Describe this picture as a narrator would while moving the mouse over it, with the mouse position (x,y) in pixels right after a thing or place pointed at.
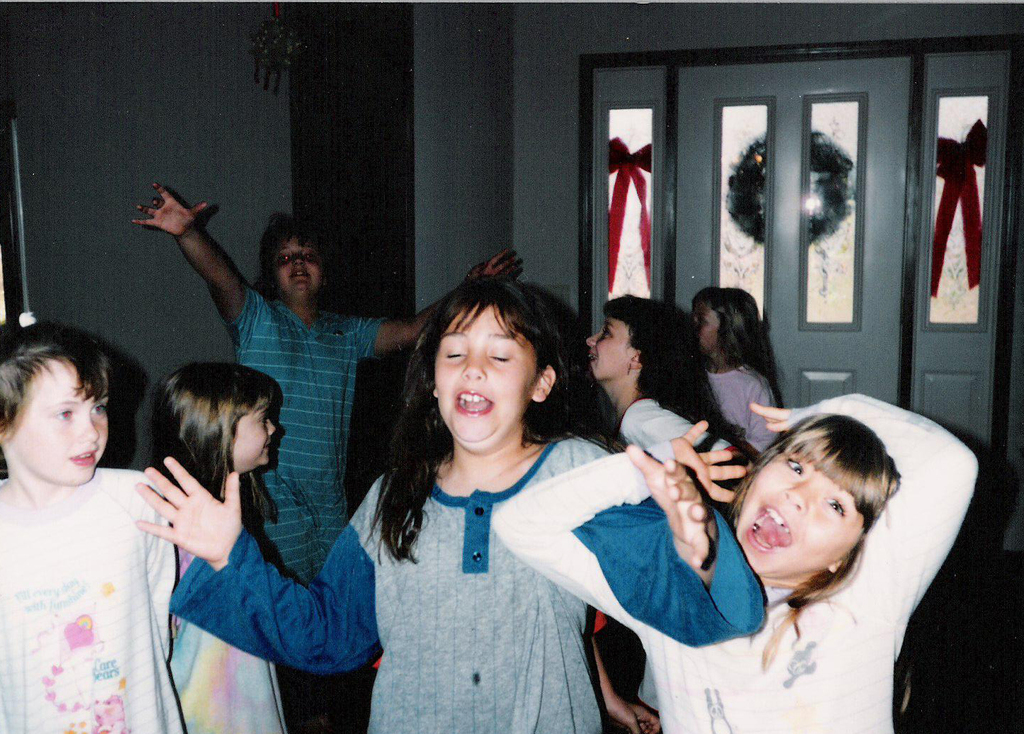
In this image there are a few kids (446,502) playing, behind them there is a glass door (805,225).
